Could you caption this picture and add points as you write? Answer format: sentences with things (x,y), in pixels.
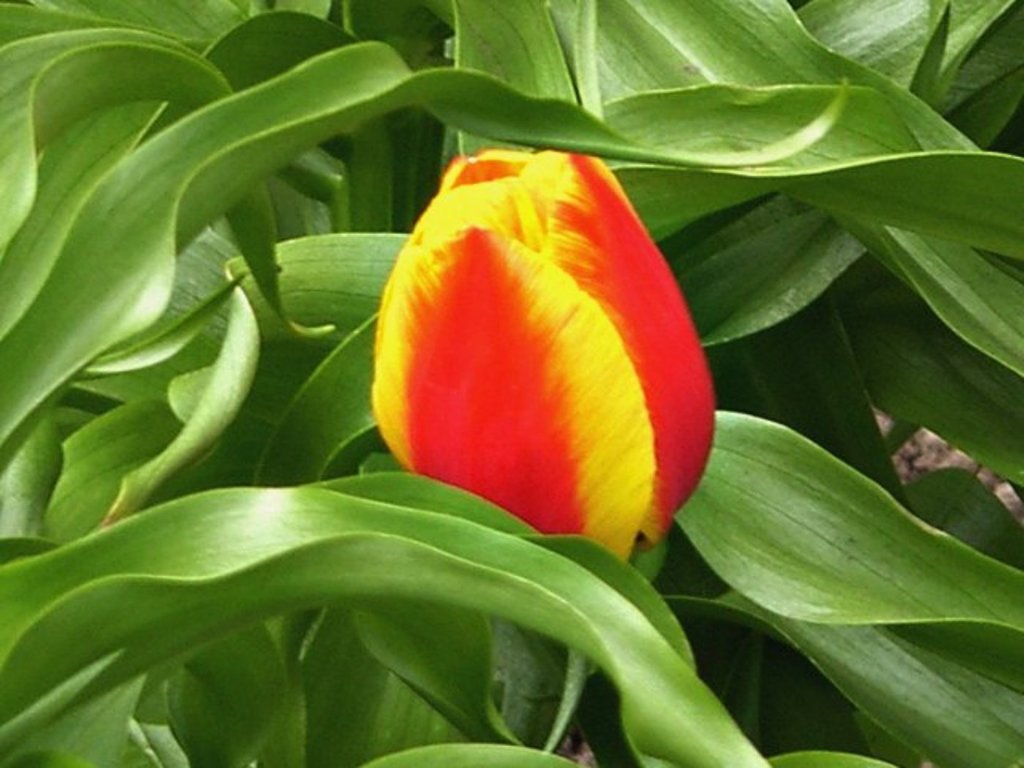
In this image I can see the flower (514,375) to the plant (335,630). I can see the flower (434,376) is in red and yellow color.
